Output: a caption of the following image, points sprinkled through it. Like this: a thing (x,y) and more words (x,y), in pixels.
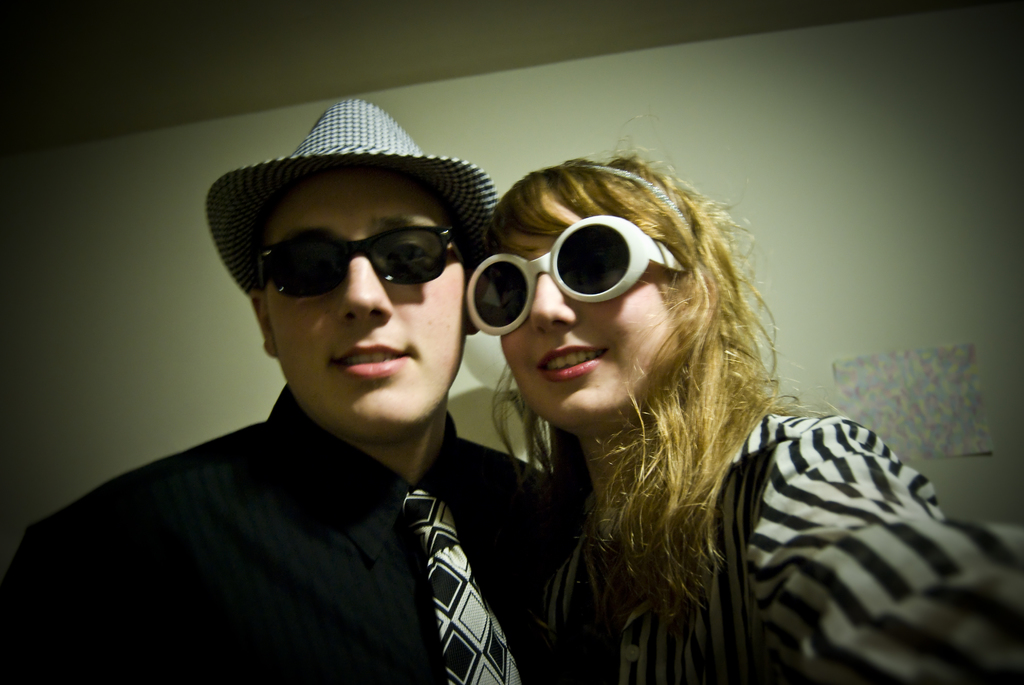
Here I can see a woman (599,336) and a man (337,320) smiling and giving pose for the picture. In the background (694,135), I can see a wall (646,122) to which a paper (895,392) is attached.
